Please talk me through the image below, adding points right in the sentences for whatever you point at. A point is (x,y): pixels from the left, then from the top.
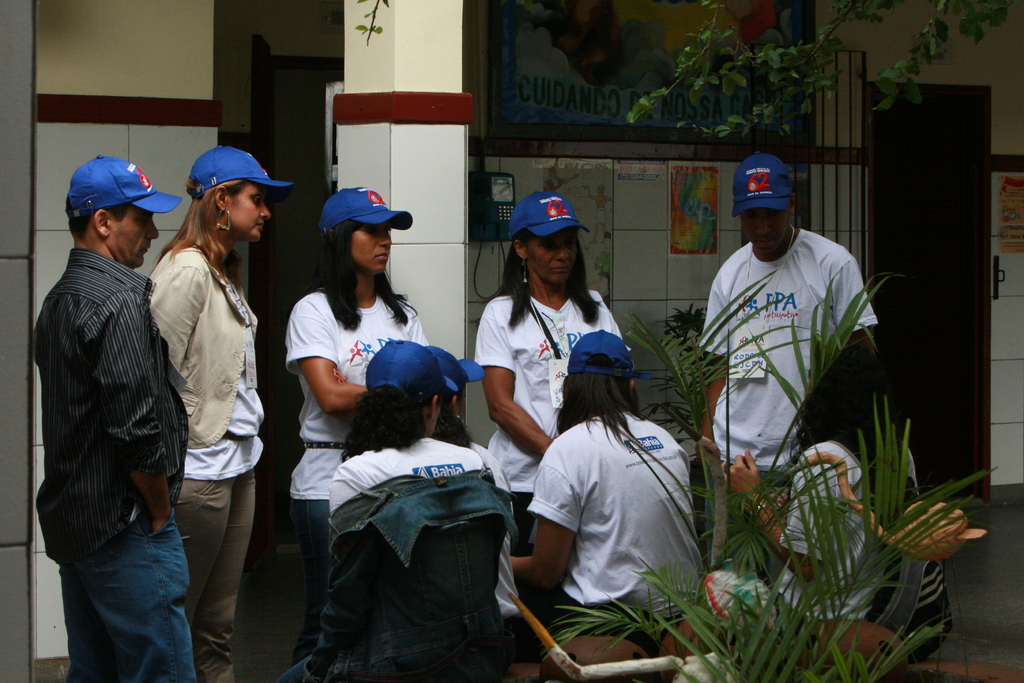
This image is taken indoors. In the background (98,148) there is a wall (175,157) with doors (949,215) and posters (601,175) on it and there is a telephone (496,199) on the wall (621,204). There is a board (600,85) with a text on it and there is a pillar (409,135). At the top of the image (697,76) there is a tree (768,51). In the middle of the image (351,255) three women (228,288) and two men (150,334) are standing on the floor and they have worn caps (232,171). Four women (546,560) are sitting on the bench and there is a plant (726,623) in the pot (825,628).
